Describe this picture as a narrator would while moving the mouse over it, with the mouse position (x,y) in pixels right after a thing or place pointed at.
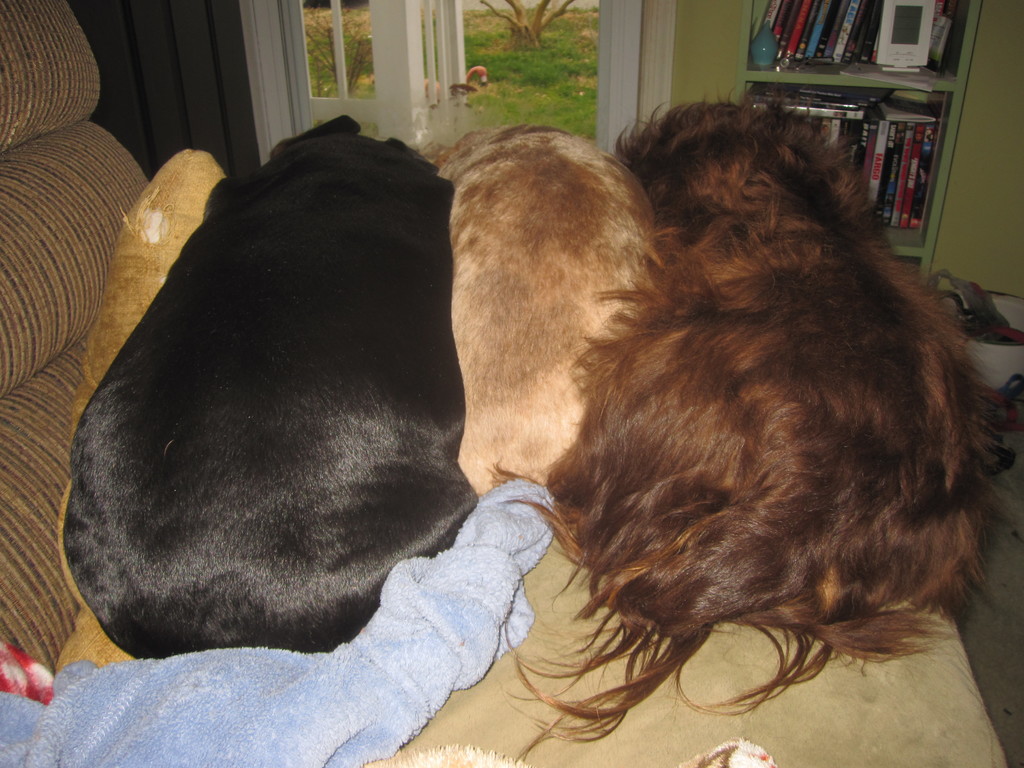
In this image there are three dogs (302,541) on the sofa (71,395) as we can see in the bottom of this image (568,570). There is a wall (696,56) in the background (732,70). There is a bookshelf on the right side of this image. There is a door (333,75) on the top of this image (520,100). There is a towel (259,711) in the bottom of this image (281,684).
